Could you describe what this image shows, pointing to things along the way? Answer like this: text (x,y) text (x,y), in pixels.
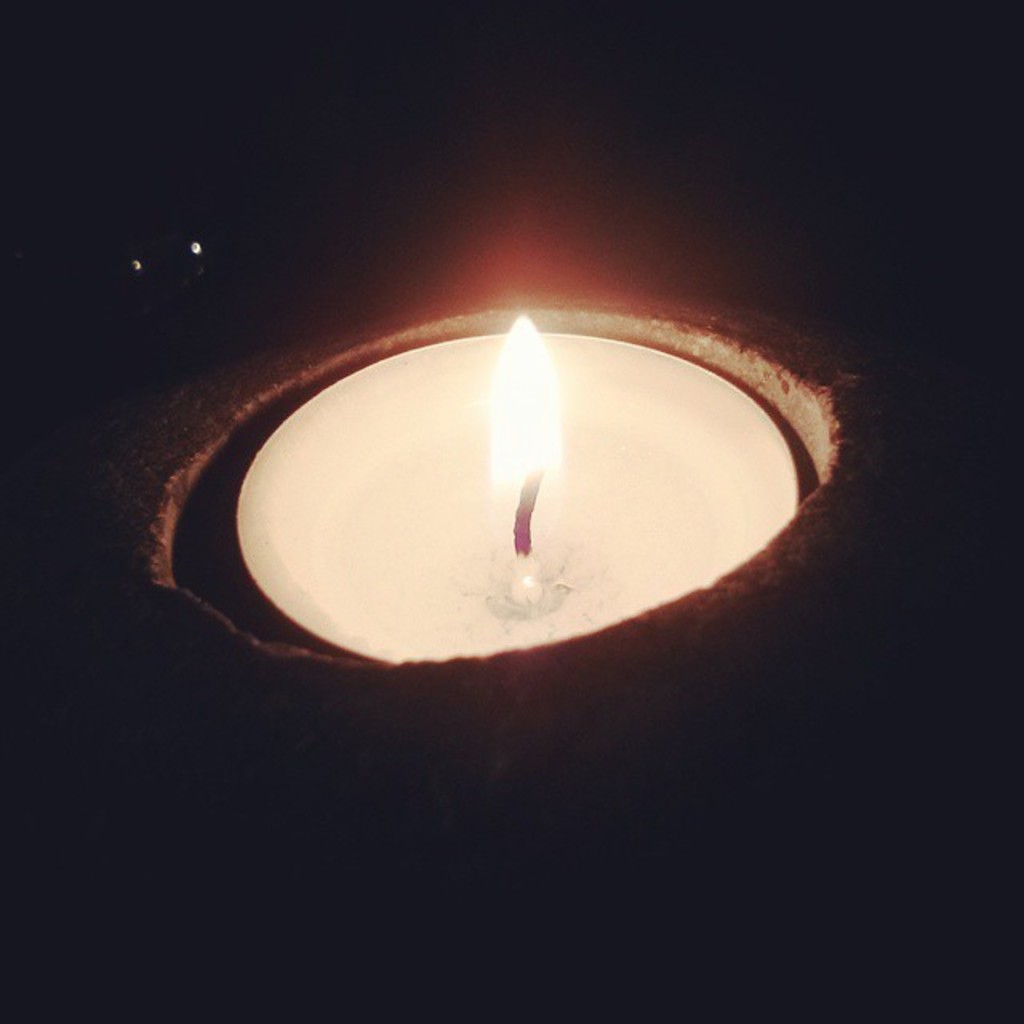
In this image I can see a candle (335,535) which is white in color which is lighted and I can see the black colored background (883,263).
